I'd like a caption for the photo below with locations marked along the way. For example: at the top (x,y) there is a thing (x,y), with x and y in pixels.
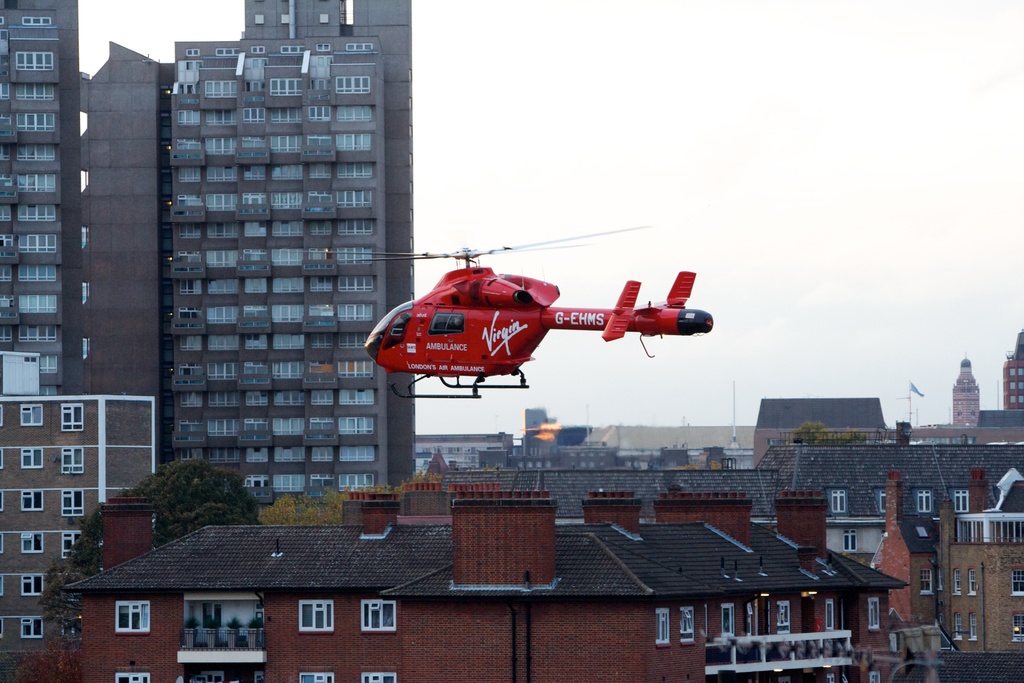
In this image I can see number of buildings (382,468), number of windows (663,634), few trees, a flag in background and here I can see a red colour helicopter (510,319). I can also see something is written on this helicopter (520,346).
